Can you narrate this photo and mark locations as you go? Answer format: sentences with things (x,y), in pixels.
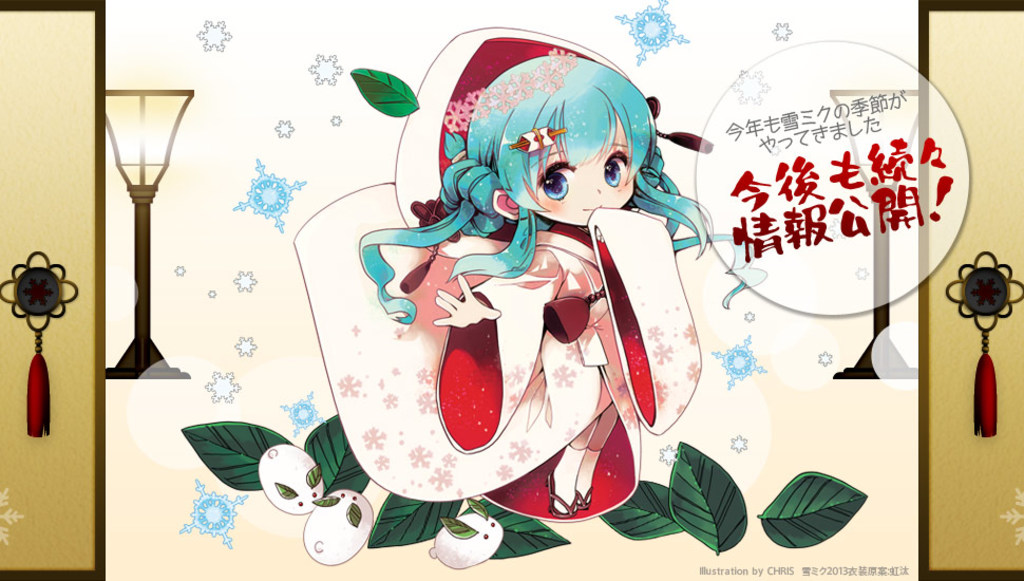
In this image I can see an animated image of the person (479,232) with the dress (476,342). I can see the leaves (647,519), lamps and something is written on the image.
